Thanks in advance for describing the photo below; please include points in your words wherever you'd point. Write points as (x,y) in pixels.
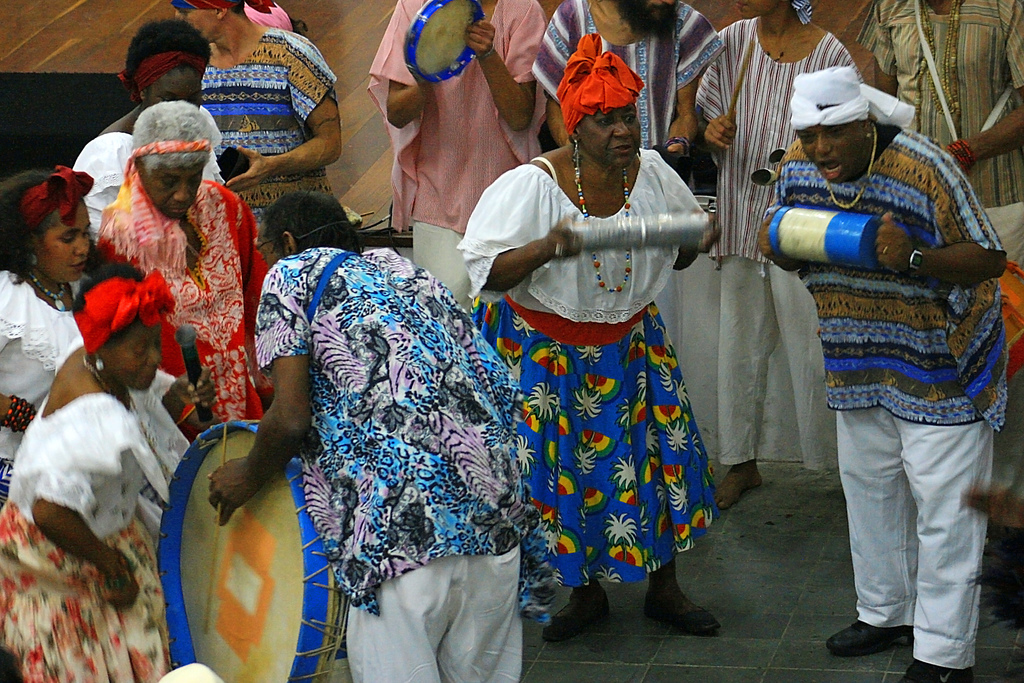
In this image i can see a group of people (517,322) are standing on the ground (746,559).
